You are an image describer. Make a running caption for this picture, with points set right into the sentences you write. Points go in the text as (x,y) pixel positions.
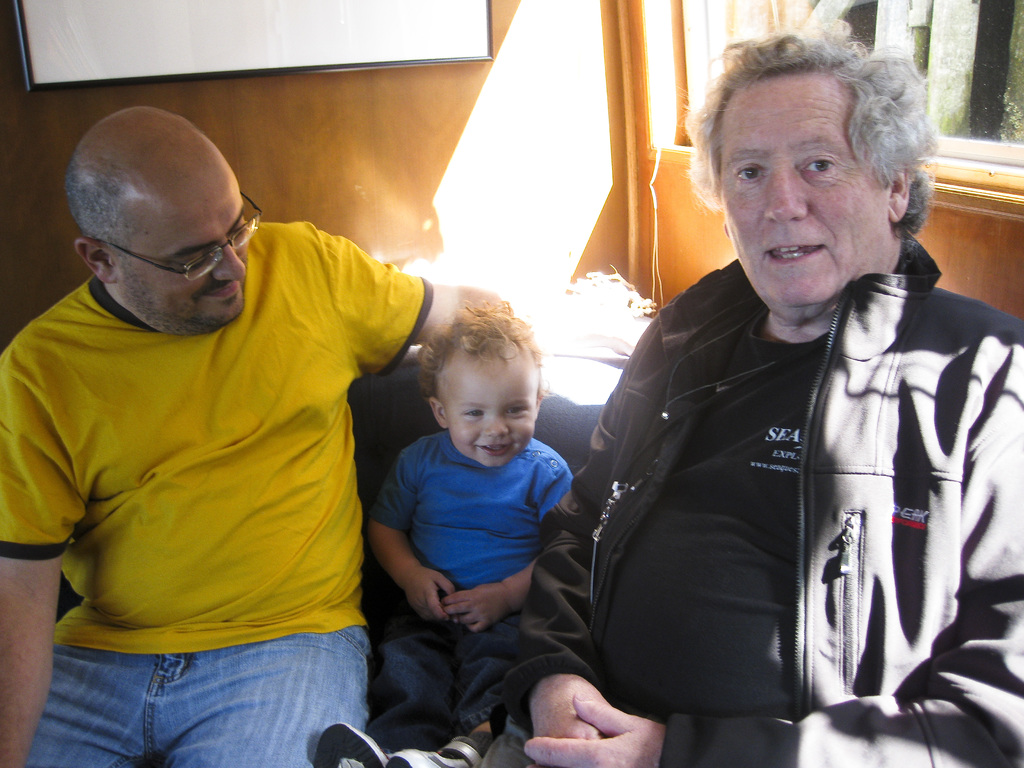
This image is taken indoors. In the background (635,210) there is a wall (985,231) with a window (893,46) and a picture frame (241,22) on it. In the middle of the image (652,442) two men (639,485) and a kid (445,534) are sitting on the couch (560,420).
